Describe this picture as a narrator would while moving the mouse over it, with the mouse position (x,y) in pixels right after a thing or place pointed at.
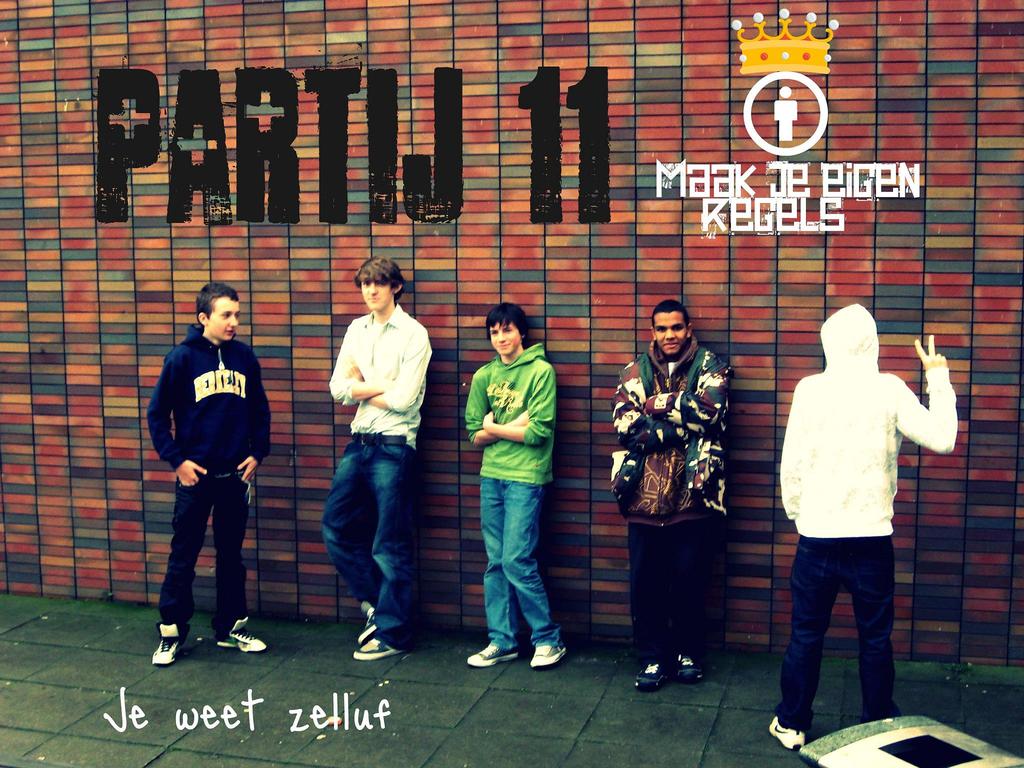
There are five men (262,460) standing. This is the wall (56,319). I can see the watermark (327,171) on the image. At the bottom right corner of the image (852,736). I can see an object (913,747).
